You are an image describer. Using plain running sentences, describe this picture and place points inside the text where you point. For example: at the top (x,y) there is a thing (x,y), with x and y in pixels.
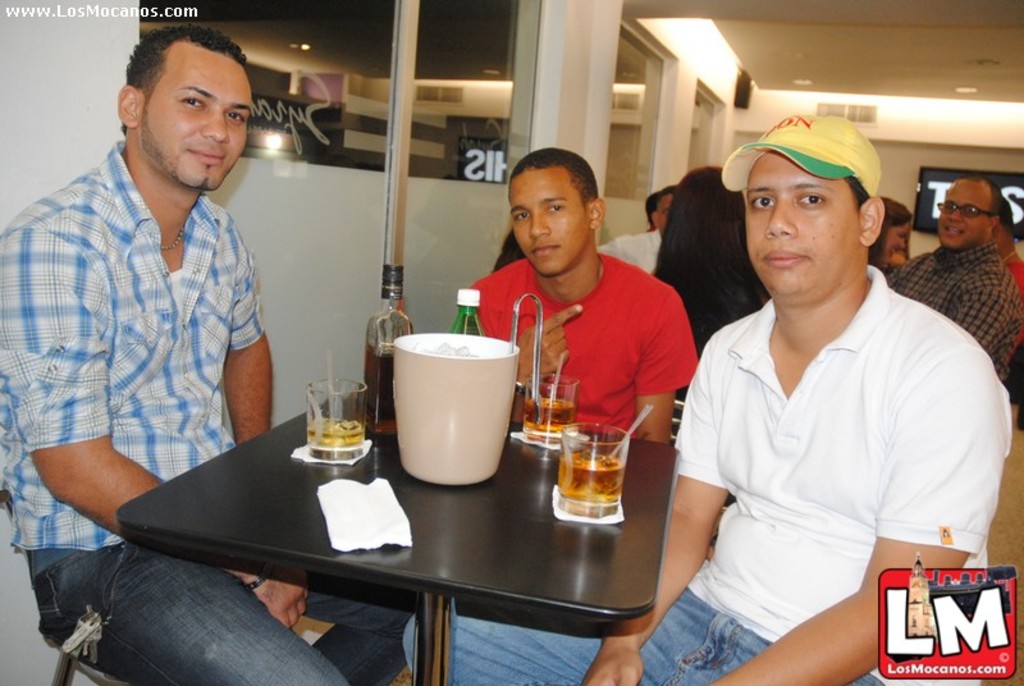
In the image we can see the three persons (189,309) were sitting in the front (518,288). And the left side person (165,313) he is smiling. In front of them we can see the table (502,530), on table (545,477) we can see glasses (581,506), tissue paper (402,537), bucket (501,425) and bottles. Coming to the background (969,262) we can see some more peoples (966,244) were sitting and we can see the wall (951,158).
